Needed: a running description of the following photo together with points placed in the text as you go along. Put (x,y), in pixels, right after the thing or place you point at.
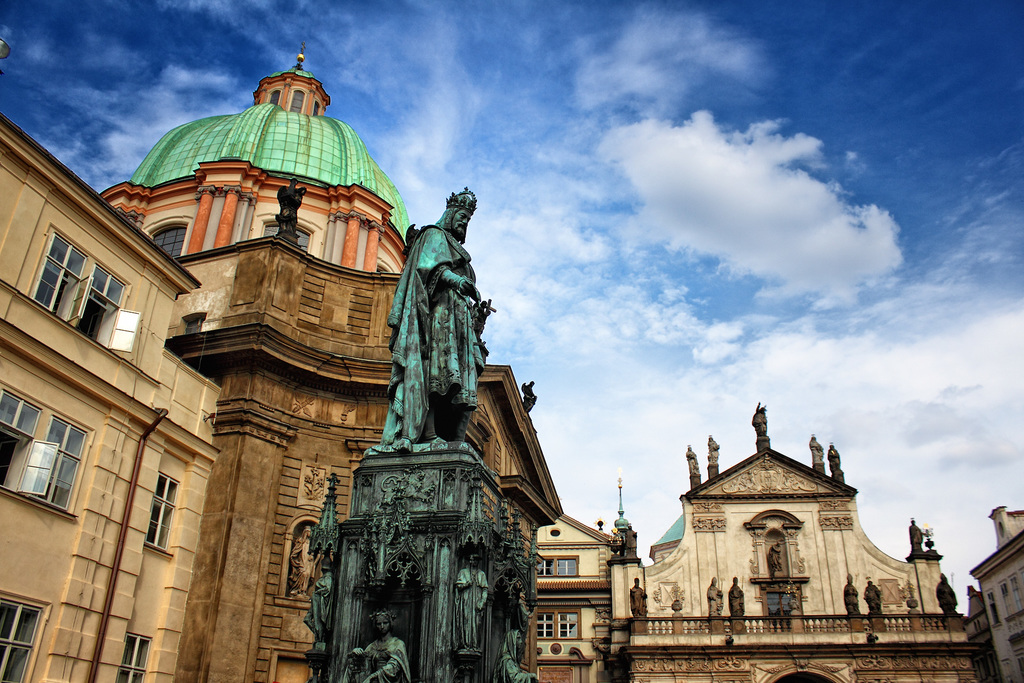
In this image we can see a statue (438,314), few buildings (162,284), a building (690,593) with statues (715,606) and the sky (720,317) with clouds (778,207) in the background (537,136).
